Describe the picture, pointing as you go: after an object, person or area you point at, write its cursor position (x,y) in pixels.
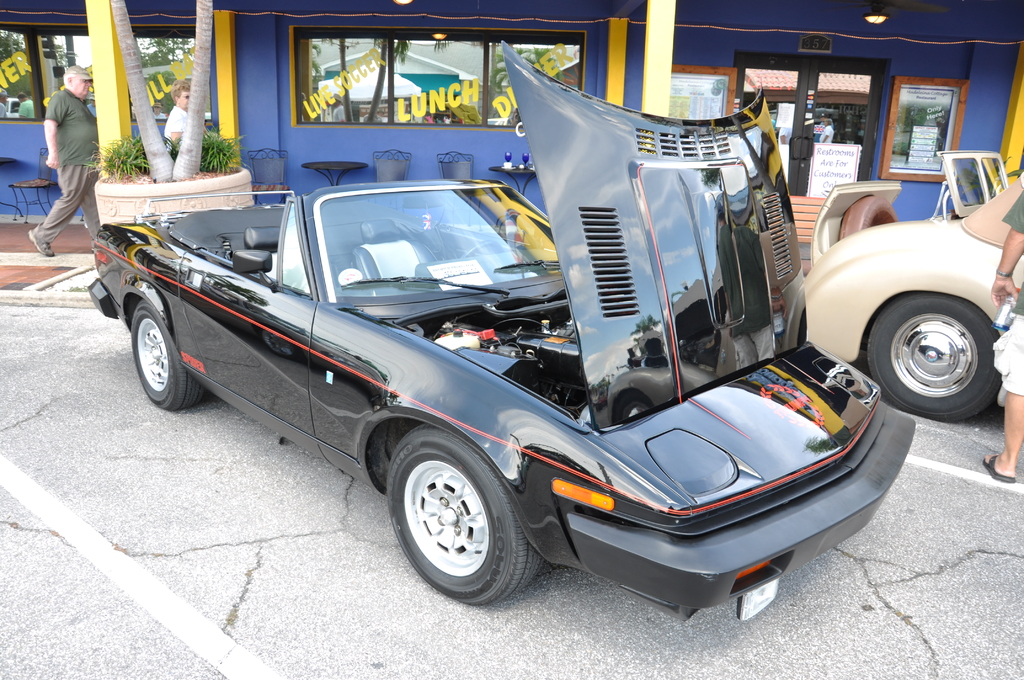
In this image we can see three persons (1001,356), one of them is holding a bottle (992,328), there are two cars (656,147), there is a house (375,129), windows (393,117), tables (320,170), chairs (16,185), plants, there are posters (682,81) with some text (711,105) on it, also we can see the reflections (369,111) of persons (369,111), houses (428,55), trees (369,111), in the mirror (853,106), and there are text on the mirror (339,97).
